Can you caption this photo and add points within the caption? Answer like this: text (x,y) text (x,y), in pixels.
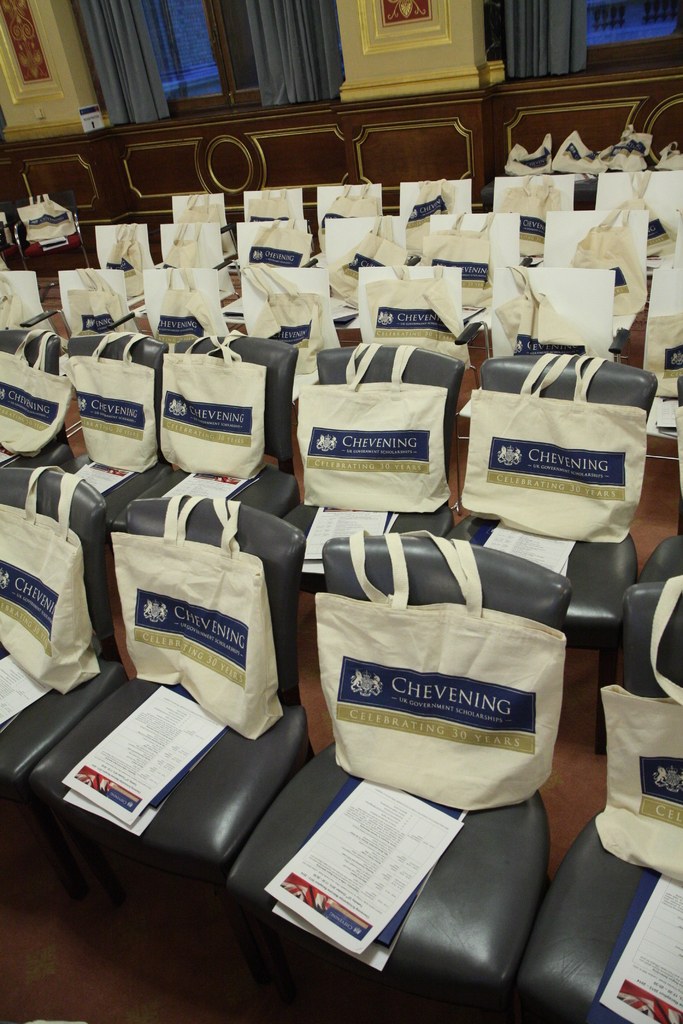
In this image there are few chairs (676,560) having bags (346,704) and few papers (340,804) on it. Top of image (159,66) there are windows (627,9) to the wall (456,72). Windows (236,70) are covered with curtains (265,59).
